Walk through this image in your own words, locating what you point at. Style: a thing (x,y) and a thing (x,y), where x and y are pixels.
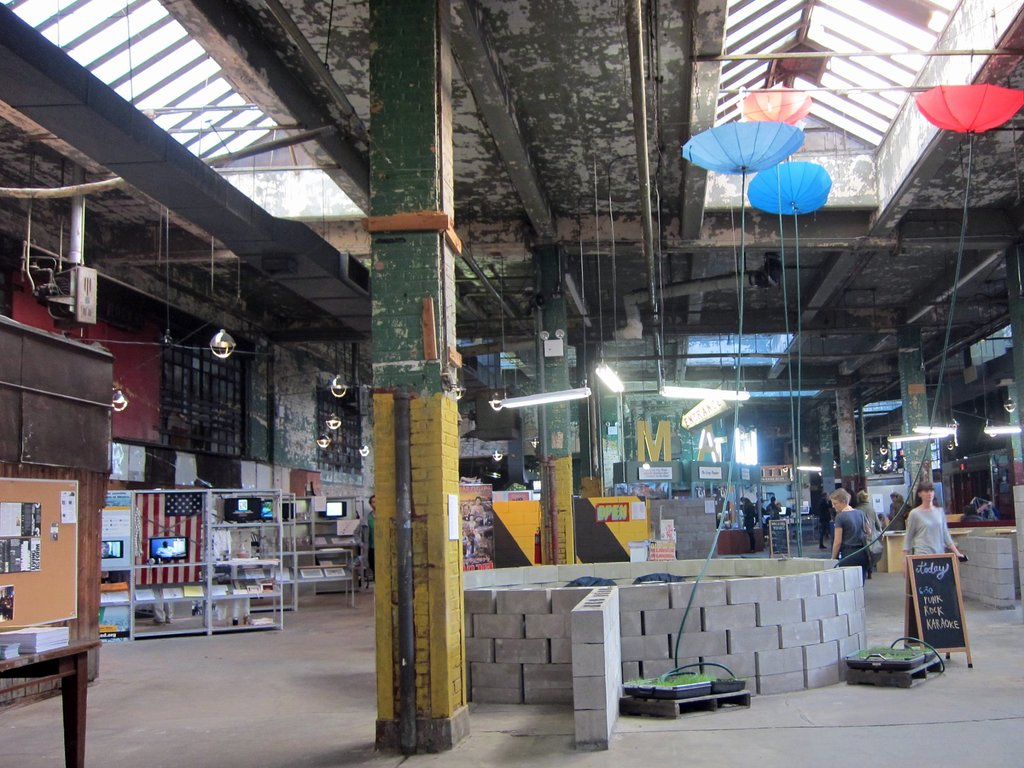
On the right side (920,523), we see people (923,543) are standing. Beside them, we see a black color board (936,583) with some text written on it. Beside that, we see concrete blocks (618,630). In the middle of the picture (414,319), we see the pillar (442,428) in green and yellow color. On the left side (75,686), we see a table (73,655) on which papers (49,634) are placed. Beside that, we see a cupboard (60,417). Beside that, we see a rack (104,578) in which some objects (122,584) are placed. There are pillars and boards (655,477) in the background (846,452). At the top (883,165), we see the lights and the roof (879,153) of the building (739,234).
